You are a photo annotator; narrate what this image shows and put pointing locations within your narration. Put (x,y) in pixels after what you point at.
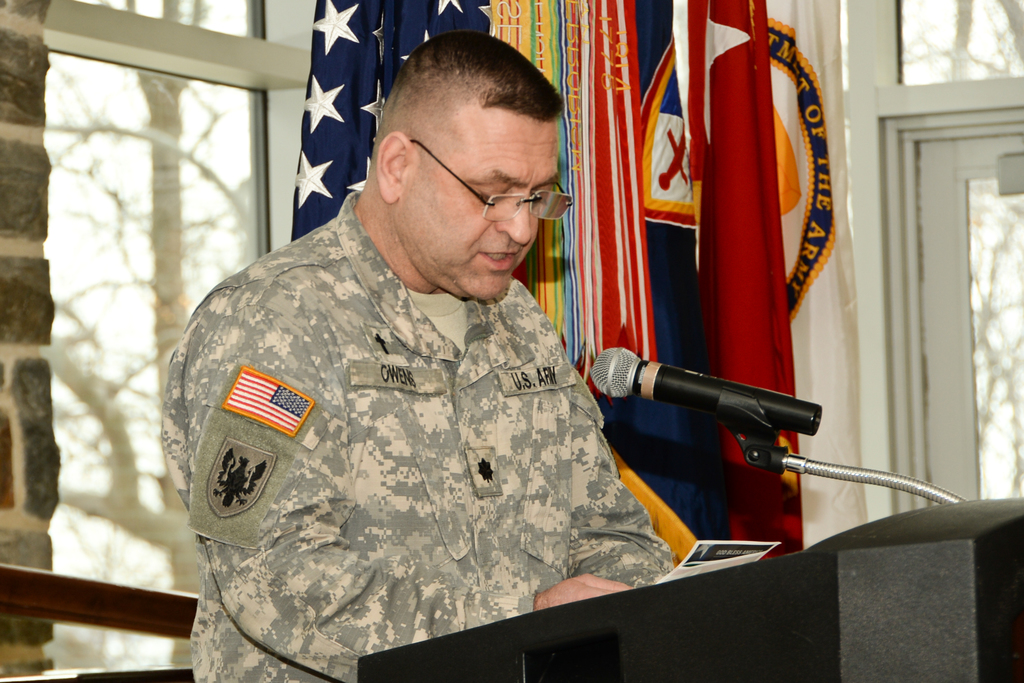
In the center of the image (351,254) there is a person (208,310) standing at the desk (771,602). On the desk (868,622) we can see mic (853,466). In the background (734,89) we can see flags (404,11), windows (69,162), trees (94,160) and wall (42,230).
